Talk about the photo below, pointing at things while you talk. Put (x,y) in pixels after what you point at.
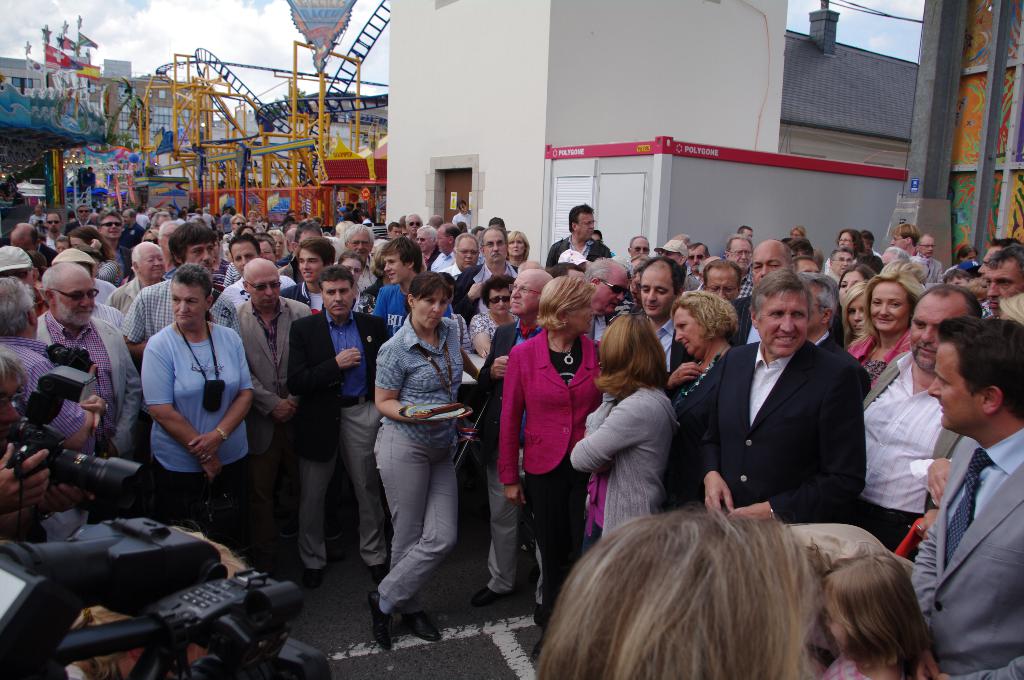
This picture is clicked outside. In the center (442,446) we can see the group of persons (573,506) and we can see the metal rods (195,115), flags (59,71), buildings (513,211) and some other objects (650,153). In the background (124,19) we can see the sky (275,33) which is full of clouds (173,27) and we can see the cables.
